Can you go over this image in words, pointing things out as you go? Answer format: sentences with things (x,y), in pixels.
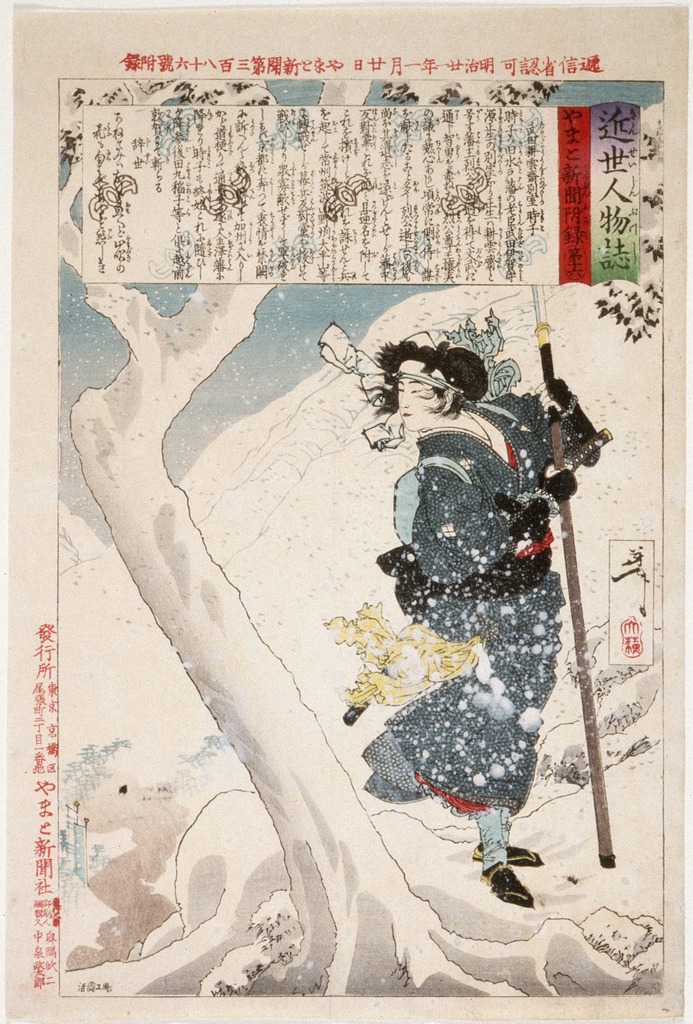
As we can see in the image there is a poster (383,330). On poster (41,267) there is a tree (391,948) and a woman (463,558) holding a stick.
